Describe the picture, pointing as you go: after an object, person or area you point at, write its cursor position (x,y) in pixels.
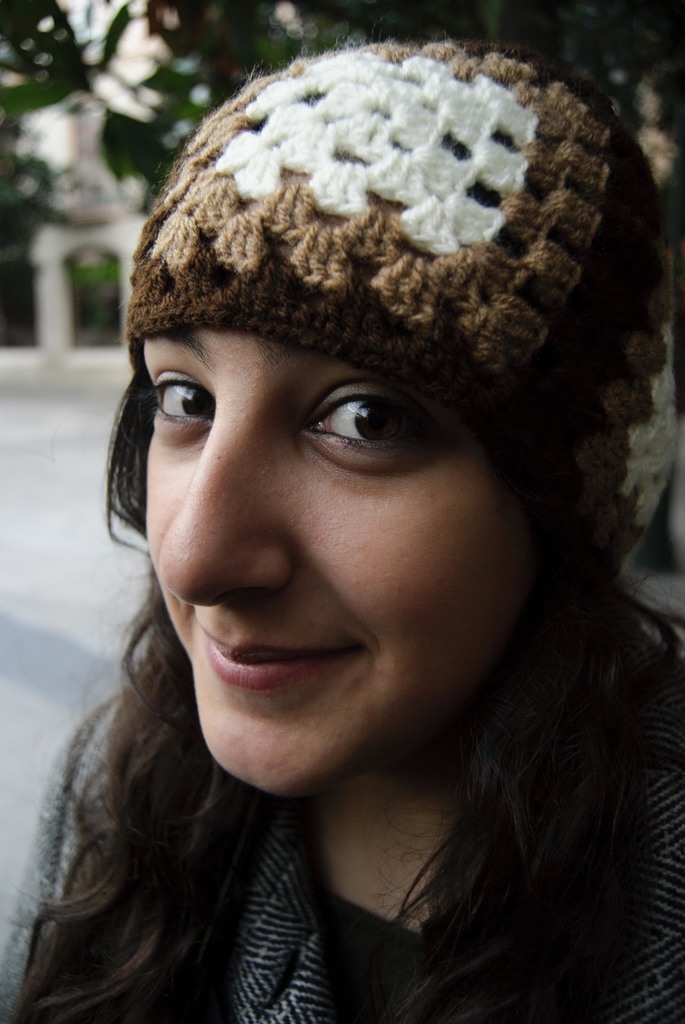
In the picture we can see a woman (446,1000) standing in a loose hair (543,1000) and smiling and beside her we can see a part of the surface (3,781).
